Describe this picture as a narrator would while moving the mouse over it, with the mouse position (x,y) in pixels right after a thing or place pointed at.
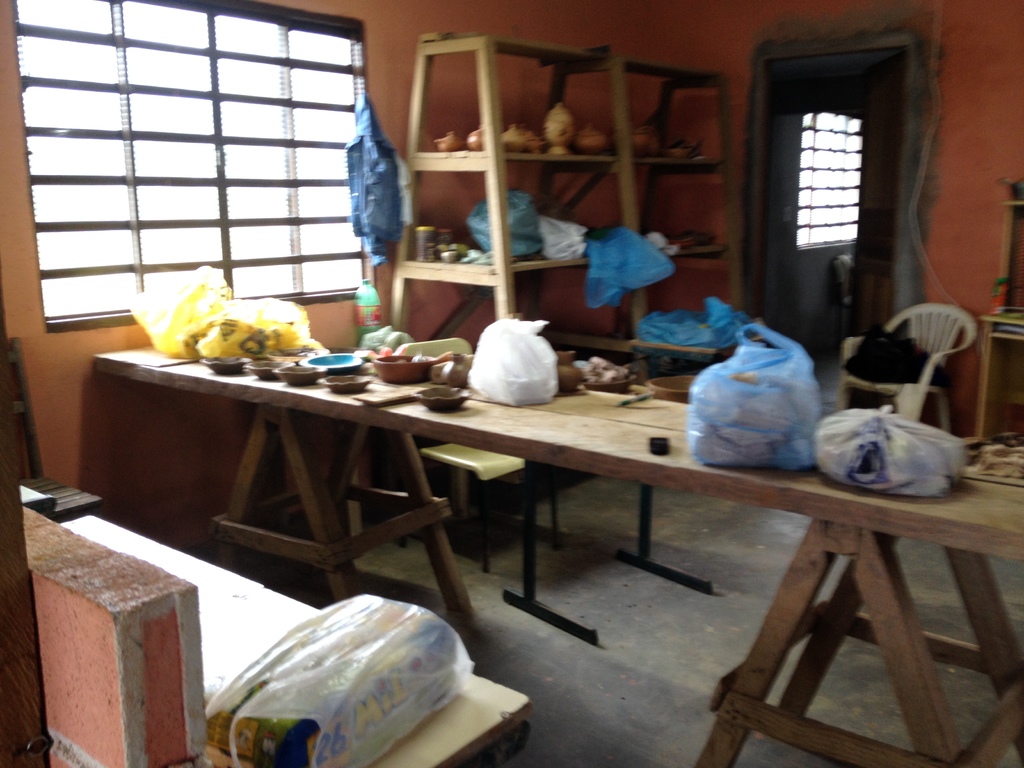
In this image, we can see bowls (385,359), pots (398,357) and some other objects (360,326) on the table (873,494) and in the background (255,63), there are windows (148,119) and we can see some objects (592,236) in the rack (625,212) and there is a bag (903,349) on the chair (912,341) and some other stands (994,351) and we can see some packets (254,698) on the table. At the bottom (629,660), there is a floor (610,613).
